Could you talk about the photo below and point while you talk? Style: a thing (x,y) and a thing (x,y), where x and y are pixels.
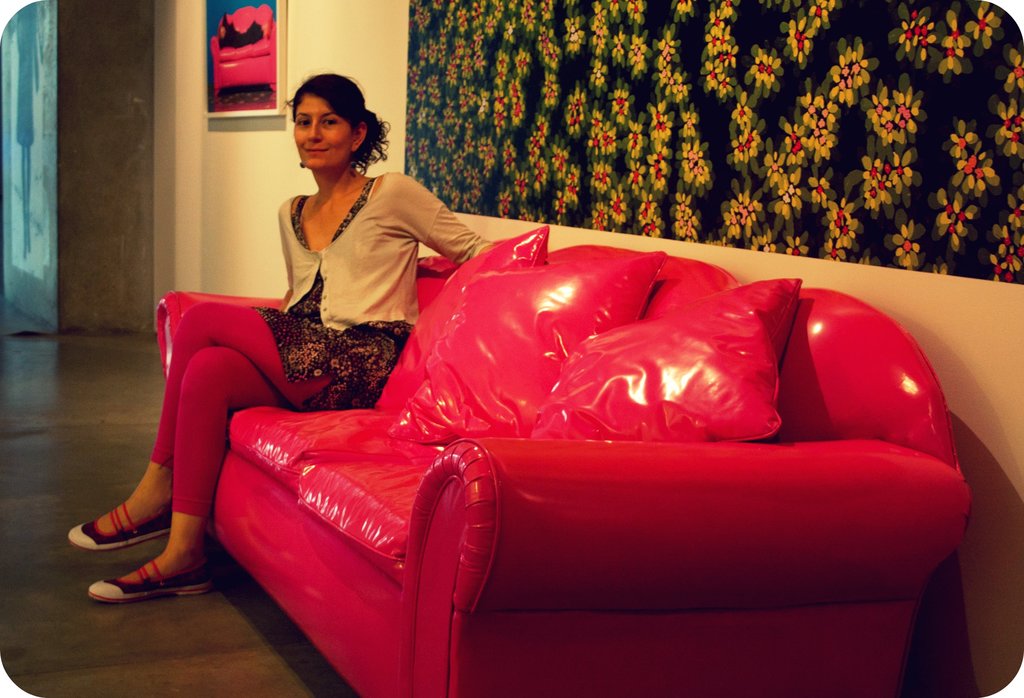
Here we can see a woman (285,380) sitting on a couch (426,474) and there are cushions (562,360) on it, behind her we can see floral design wall design (632,58).
